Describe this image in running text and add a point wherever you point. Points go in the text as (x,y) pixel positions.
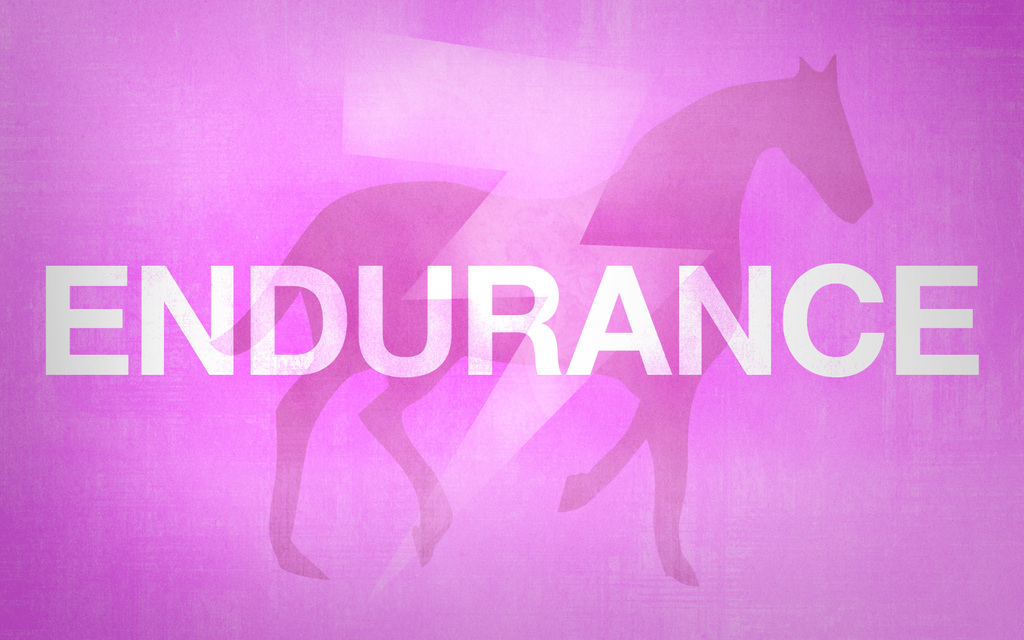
In this image we can see an image of the horse (669,245) and some text (539,320) on the screen (618,577).
